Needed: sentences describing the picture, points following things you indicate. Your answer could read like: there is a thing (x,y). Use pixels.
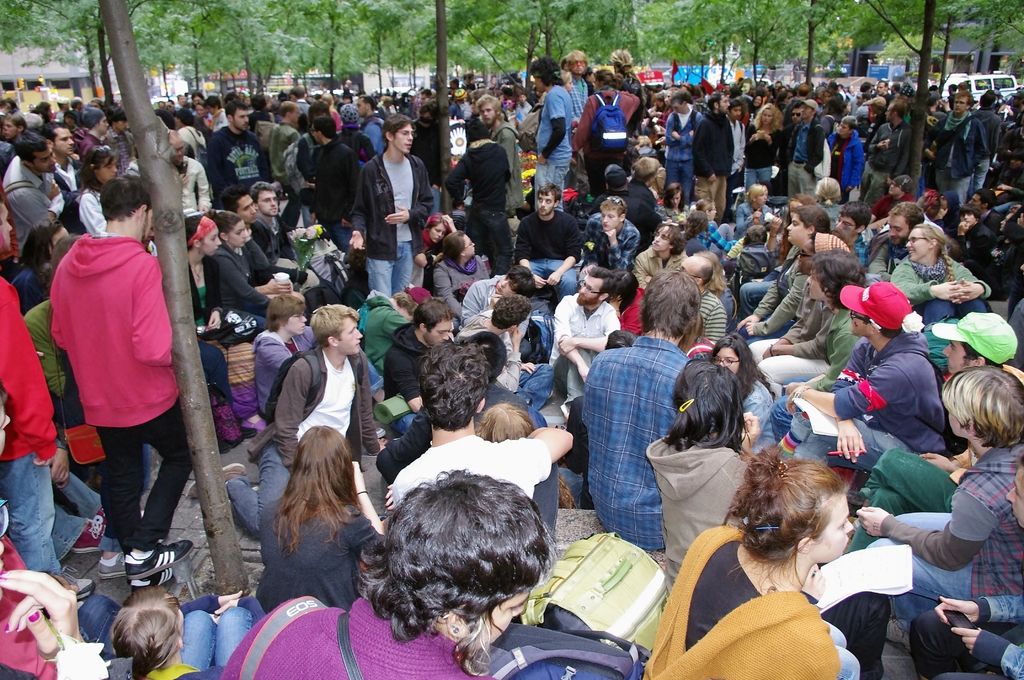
In this picture there is a group of men (487,445) and women (357,580) sitting on the ground (883,655) and listening to the man (422,193). In the center (415,245) there is a man (422,208) wearing gray t-shirt (410,201) is giving a speech. In the background (53,162) we can see a group of persons (675,100) are standing and some trees (500,27).
